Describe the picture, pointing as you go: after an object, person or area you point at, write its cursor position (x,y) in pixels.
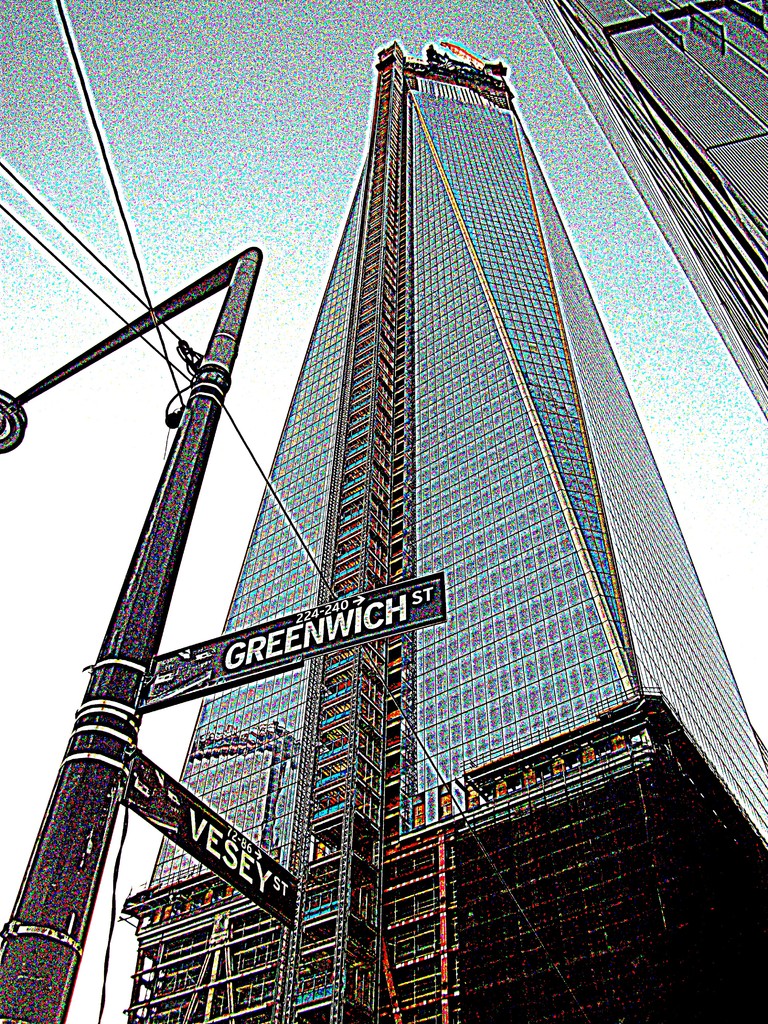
Left side of the image (152,594) there is a street light (145,617) having few boards (193,836) attached to it. Few wires (183,405) are connected to the pole (200,392). Background (338,534) there are buildings (672,90). Behind it there is sky (686,452).
